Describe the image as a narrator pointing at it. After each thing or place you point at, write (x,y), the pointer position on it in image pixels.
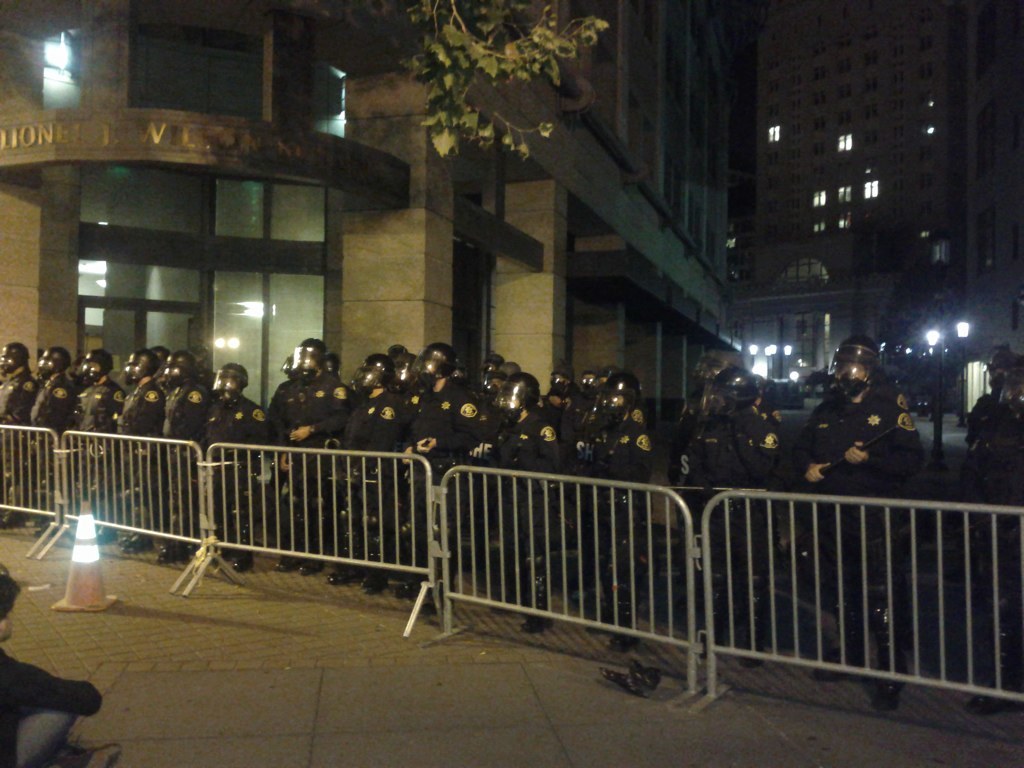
Here we can see group of people (688,478), fence (663,584), traffic cone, poles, lights (799,362), and leaves (463,39). In the background (438,208) there are buildings (850,95).
